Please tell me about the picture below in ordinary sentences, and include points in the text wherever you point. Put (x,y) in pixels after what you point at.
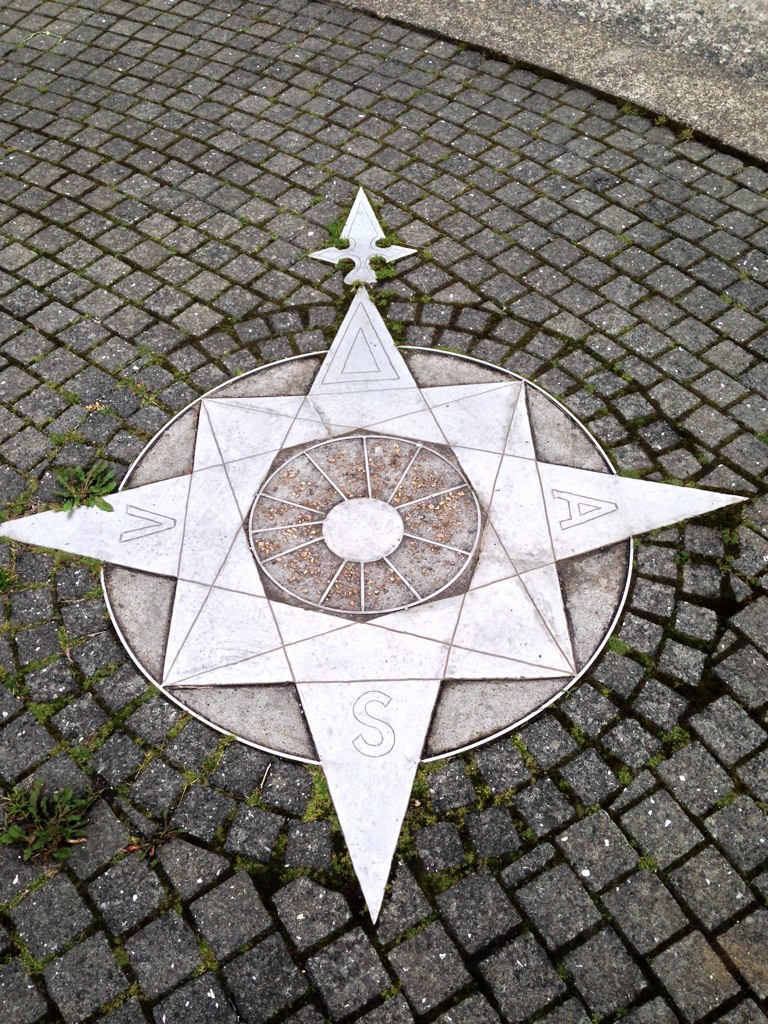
In this image I can see an object (315,549) on the ground (640,670) and the object (378,593) is in white color. I can also see few small plants (58,829) in green color.
